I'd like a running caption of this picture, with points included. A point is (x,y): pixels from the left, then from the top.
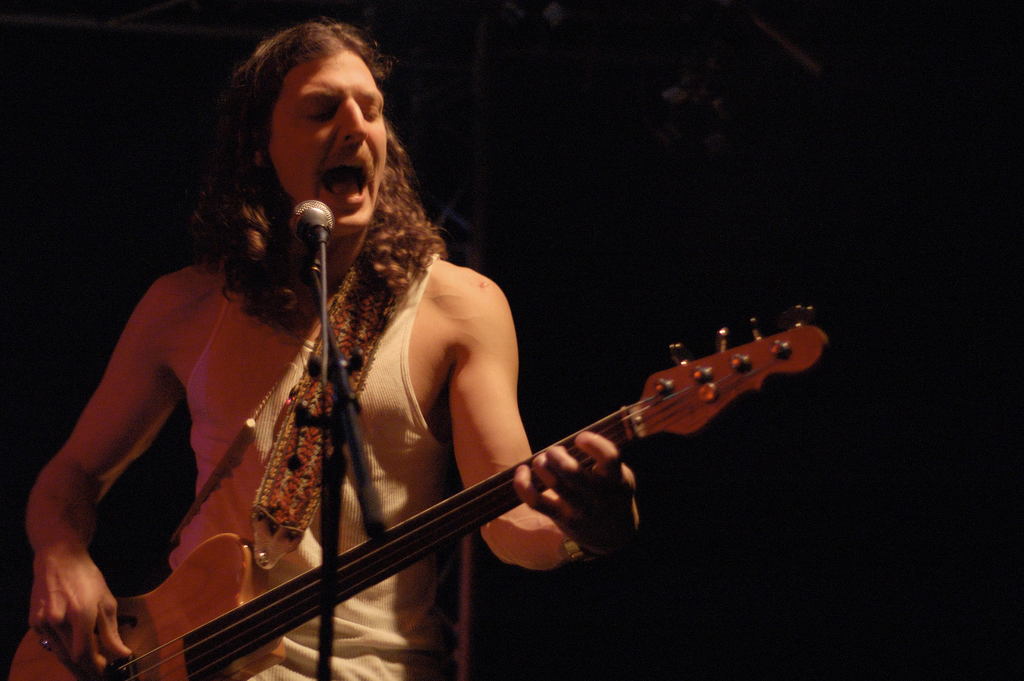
In this image there is a man (369,233) standing and playing a guitar (440,516), and singing a song in the microphone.
